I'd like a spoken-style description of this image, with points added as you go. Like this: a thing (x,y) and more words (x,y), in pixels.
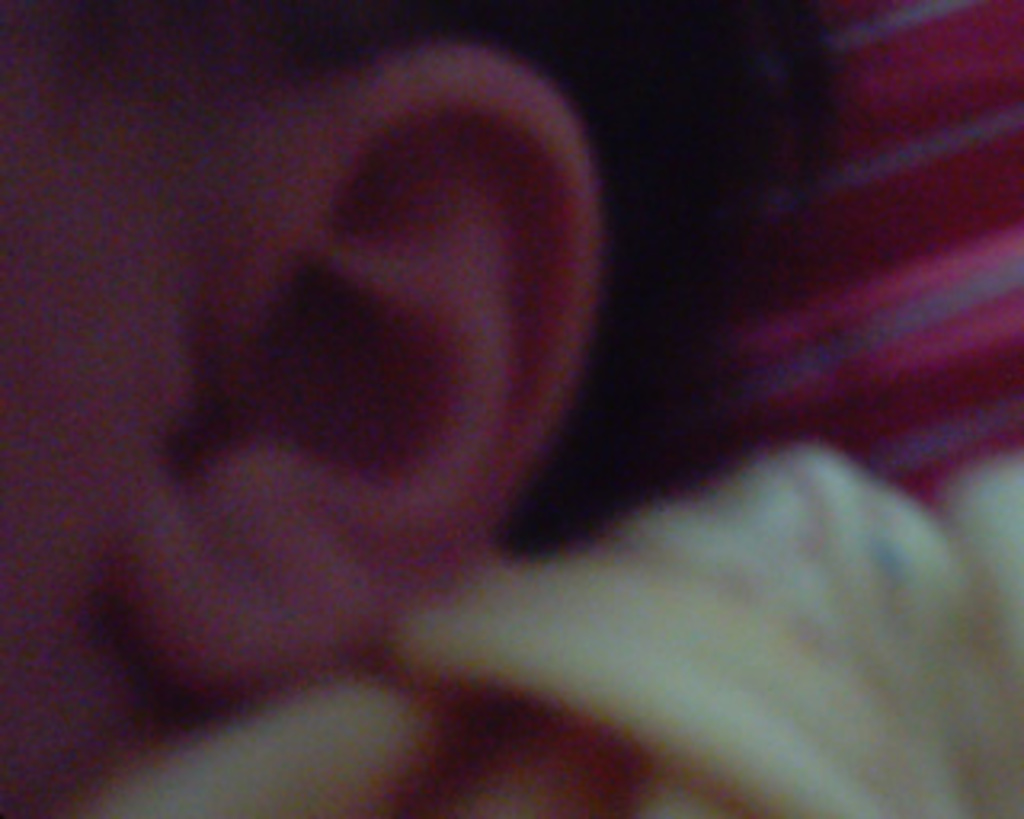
In this picture we can see ear (411,352) of a person (346,223).
